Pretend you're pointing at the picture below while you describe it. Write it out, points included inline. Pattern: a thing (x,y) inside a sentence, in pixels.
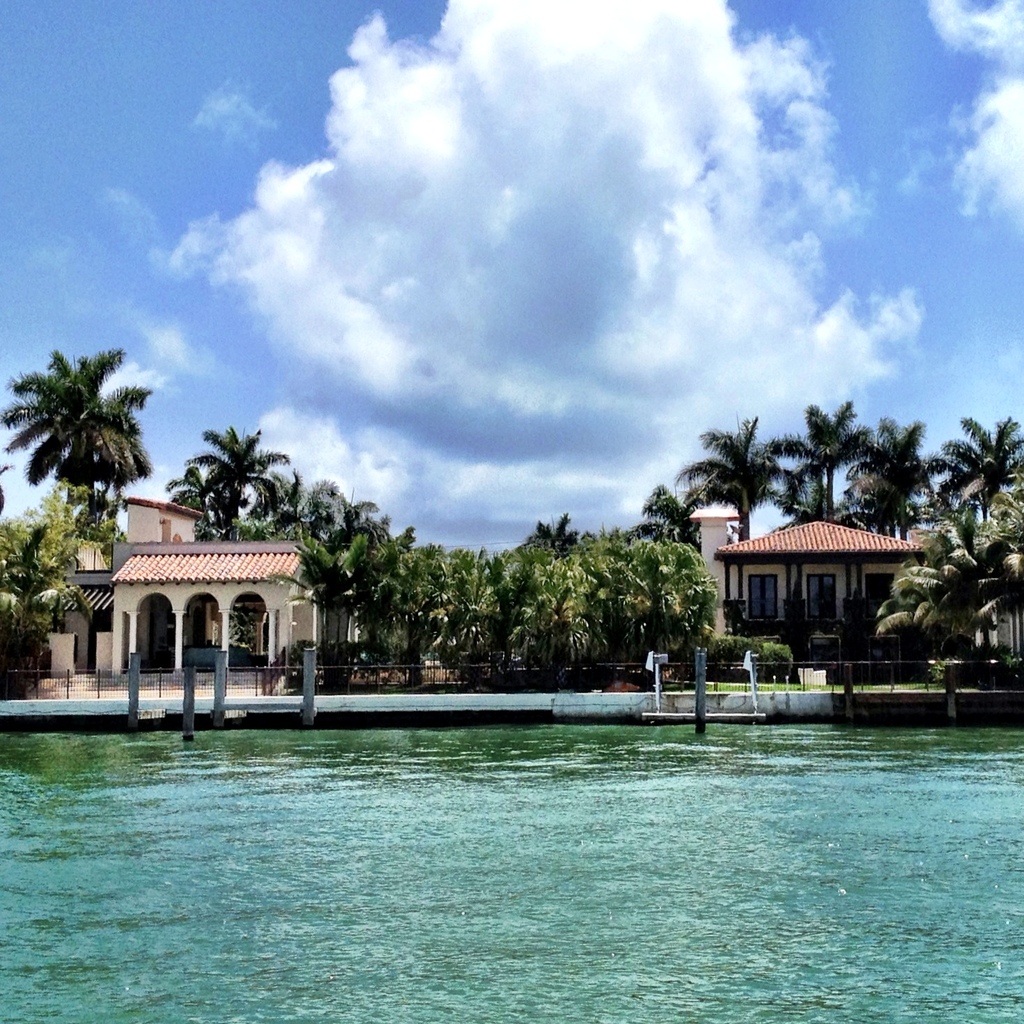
In the down side it is water (628,934), in the middle (636,560) there are trees (451,583) and beside them there are houses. At the top (386,119) it's a sunny sky (462,224).
